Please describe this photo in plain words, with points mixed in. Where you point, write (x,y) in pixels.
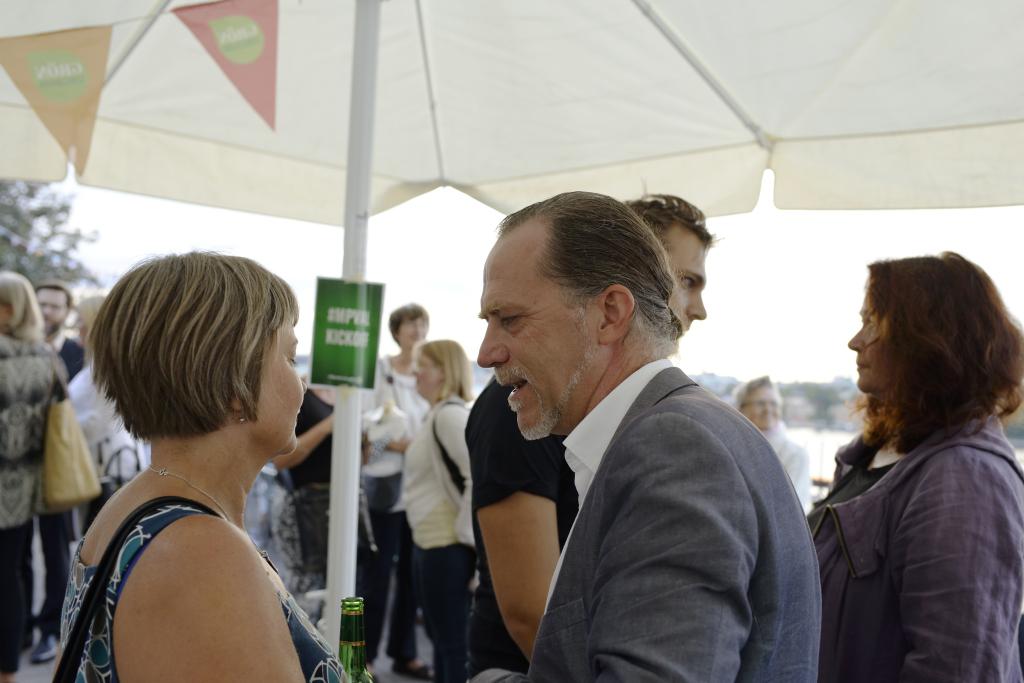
In the picture I can see a woman (136,554) standing on the left side (156,603) and a man (623,474) standing on the right side (714,632) are facing each other. Here we can see many people (459,473) standing on the floor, here I can see an umbrella (313,201) and the background of the image (16,251) is slightly blurred, where we can see trees (61,268) and the sky (468,312).
